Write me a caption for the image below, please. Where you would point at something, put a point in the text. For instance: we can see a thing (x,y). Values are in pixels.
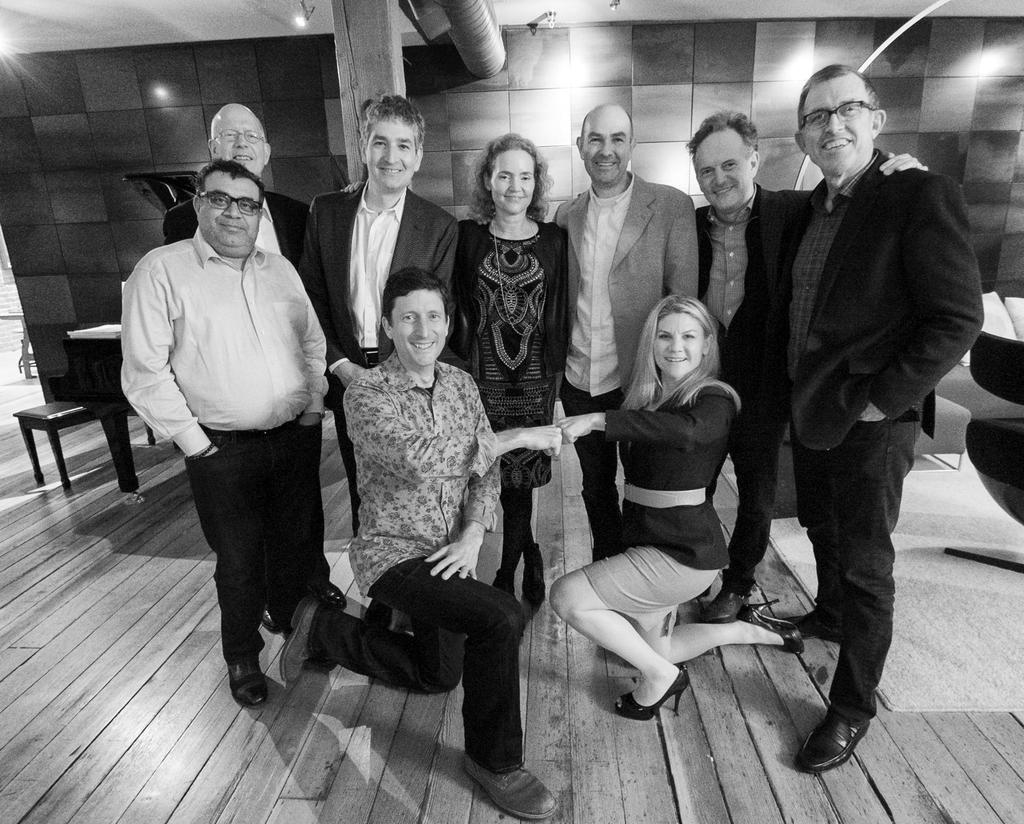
There is a group of people (485,283) standing here and two people (454,532) are sitting in front of them they are taking a picture and back of them there is a table (31,418) and one chair (44,411) and some lights (310,20) are present backside we can see one wall (288,97) which is contains bricks (968,102).
